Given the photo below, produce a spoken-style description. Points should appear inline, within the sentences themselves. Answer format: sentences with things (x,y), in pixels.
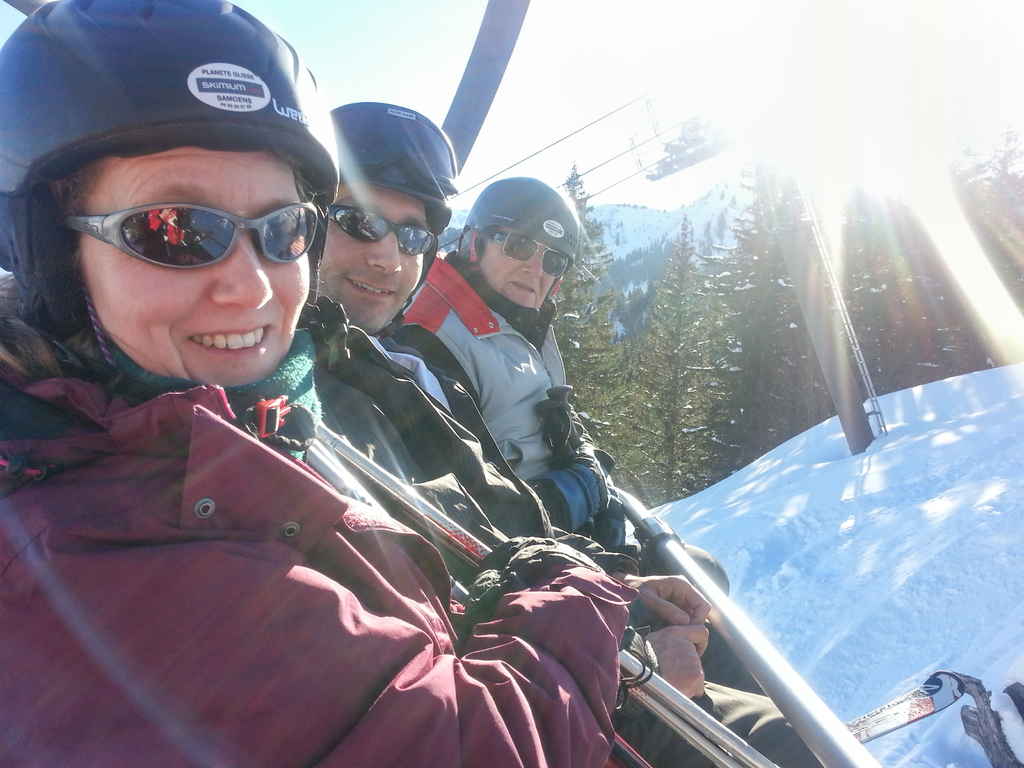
On the left side (280,350) there are three people (431,473), in the background (590,343) there are trees (762,243), mountain (715,224), on the bottom right (897,593) there is snow surface (843,486).
